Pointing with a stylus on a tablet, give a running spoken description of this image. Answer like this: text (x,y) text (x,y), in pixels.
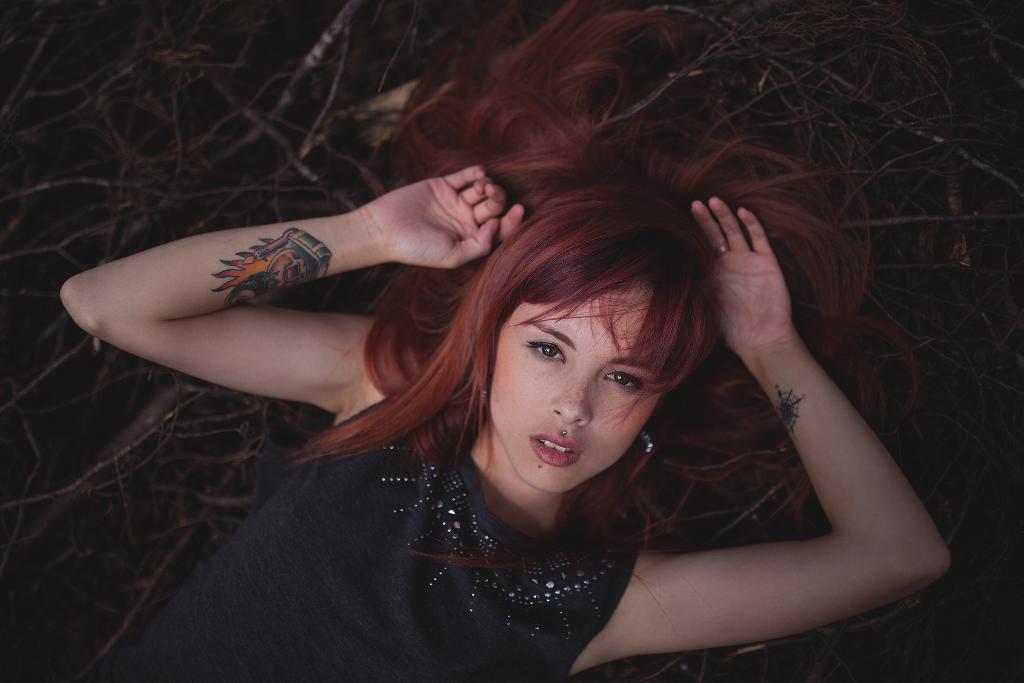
In this image there is a girl (379,494) who is lying on the dry sticks (114,455). There is a tattoo (263,280) on her right hand (283,274).
